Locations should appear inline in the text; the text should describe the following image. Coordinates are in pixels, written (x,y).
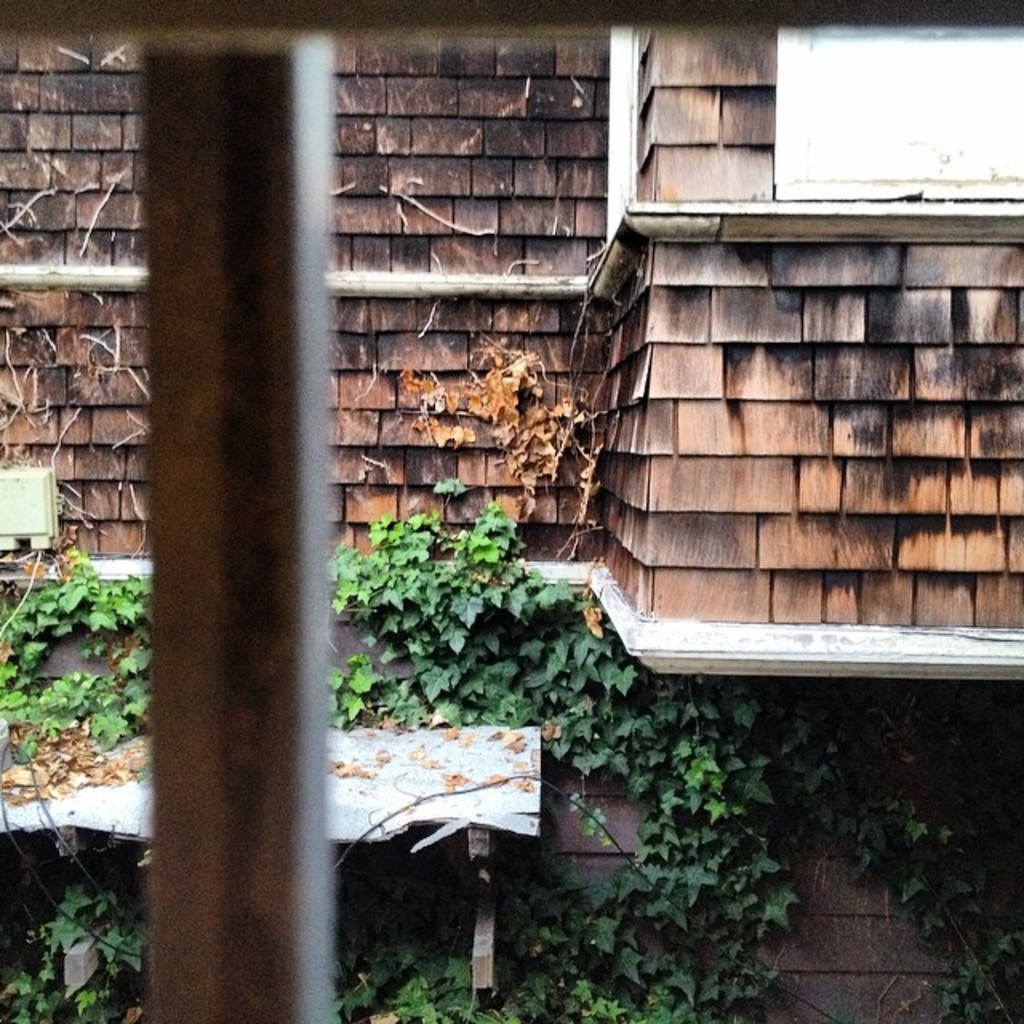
This picture contains a building (692,258) which is made up of brown colored wooden shingles (678,331). At the bottom of the picture (710,995), we see creepers (700,947). On the left side of the picture (280,485), we see a pole (192,267).
